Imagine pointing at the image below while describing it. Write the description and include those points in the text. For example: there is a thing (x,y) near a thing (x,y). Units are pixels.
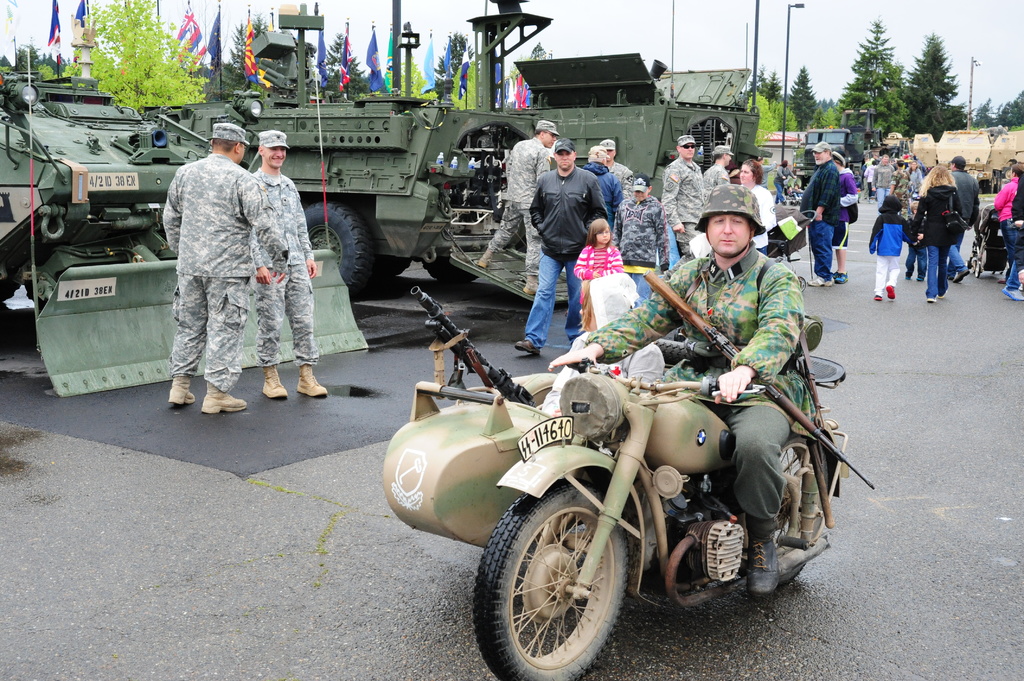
In this picture we can see a man (744,423) wearing a helmet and riding a bike (547,439) on the road (400,603). In the background (115,287) we can see many people (279,228), army tankers (97,176), flags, trees (149,99) and poles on the road (3,358).
